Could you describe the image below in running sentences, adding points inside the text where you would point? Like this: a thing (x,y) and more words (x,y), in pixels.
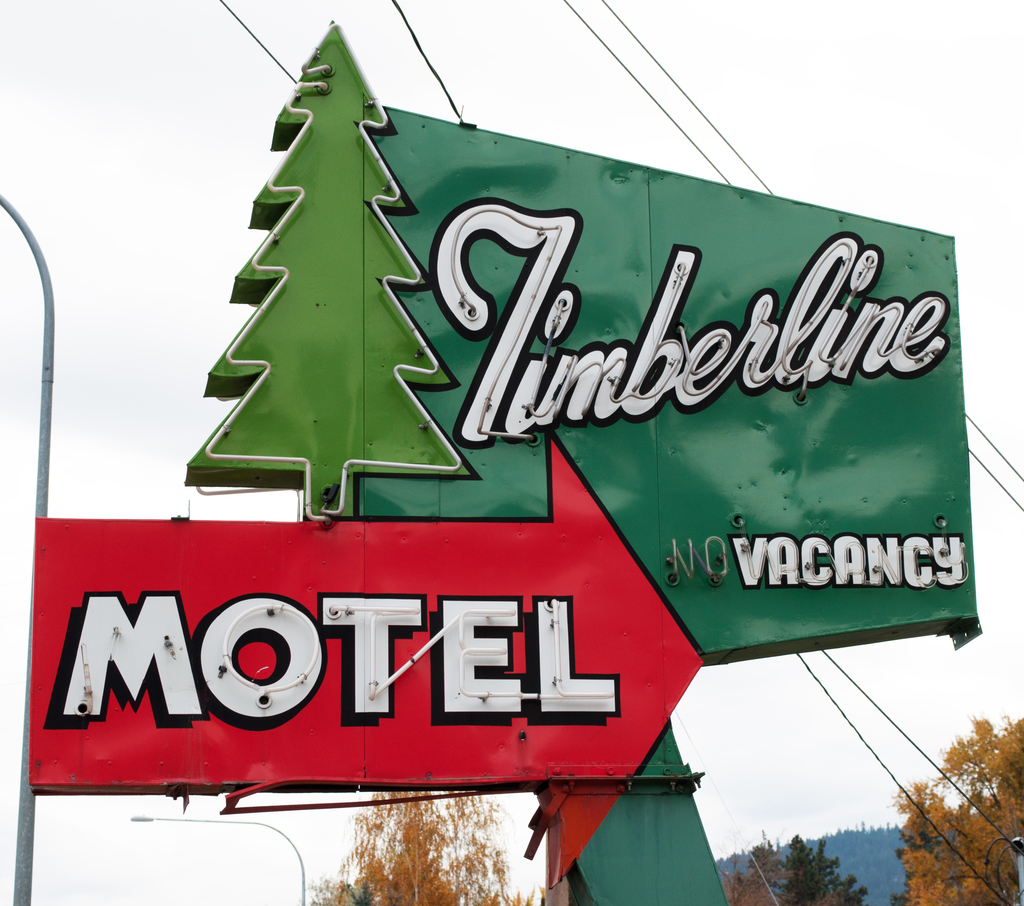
In this picture, we see a red color board (257,653) with text (249,624) written as "MOTEL". Behind that, we see a green color board (573,456) with some text (609,380) written on it. At the bottom of the picture (940,807), there are trees (922,800). At the top of the picture (458,96), we see the sky (477,95) and the wires (884,767).
